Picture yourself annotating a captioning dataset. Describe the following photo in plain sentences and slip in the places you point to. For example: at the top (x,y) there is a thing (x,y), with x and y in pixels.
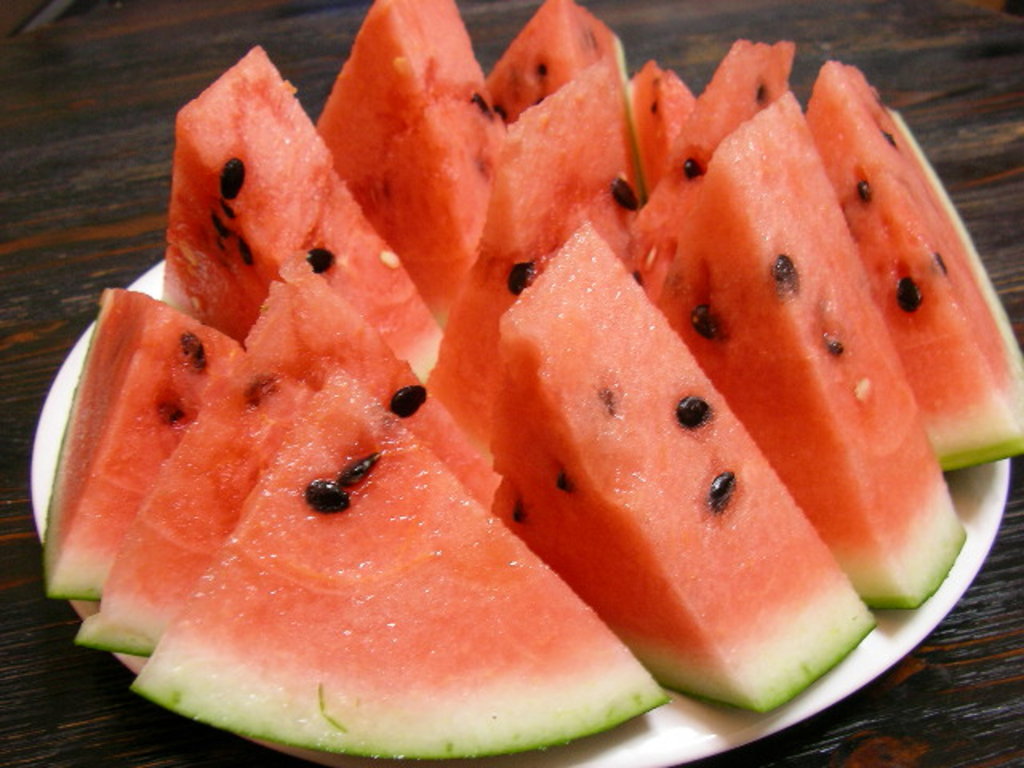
This image consists of a watermelon slices (498,358). At the bottom (671,726), there is a plate (671,726) in white color it is kept on the desk (925,709).
